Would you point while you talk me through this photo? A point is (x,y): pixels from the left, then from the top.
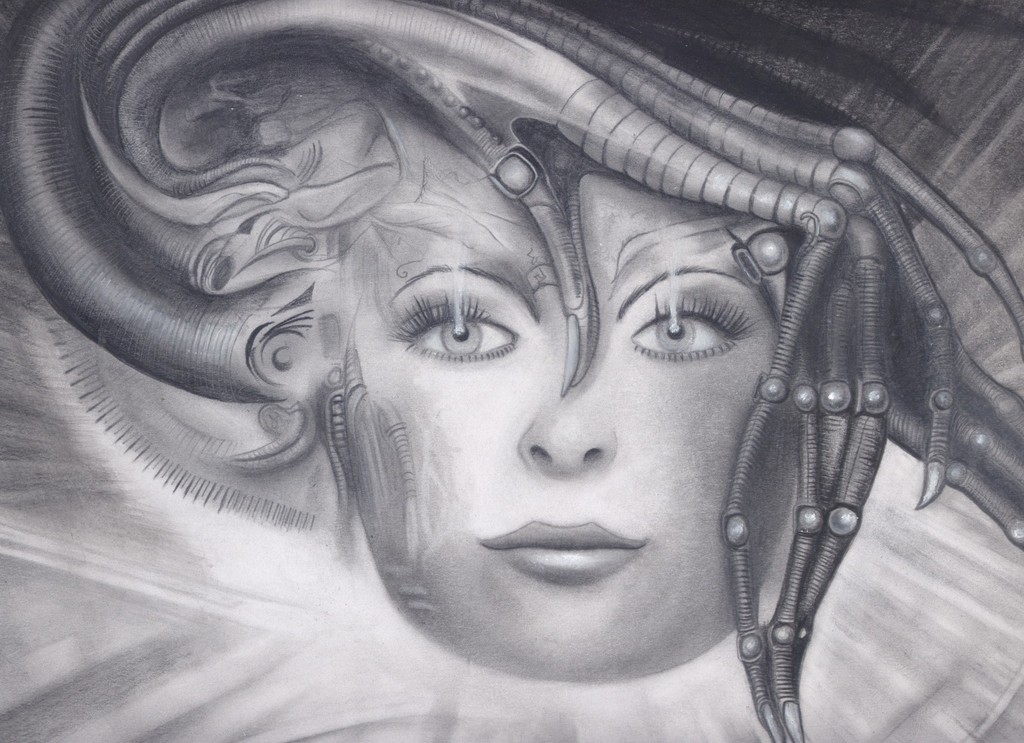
This is a black and white image. In this image we can see the drawing (455,586) of a woman (439,613) wearing a hat (749,501).
